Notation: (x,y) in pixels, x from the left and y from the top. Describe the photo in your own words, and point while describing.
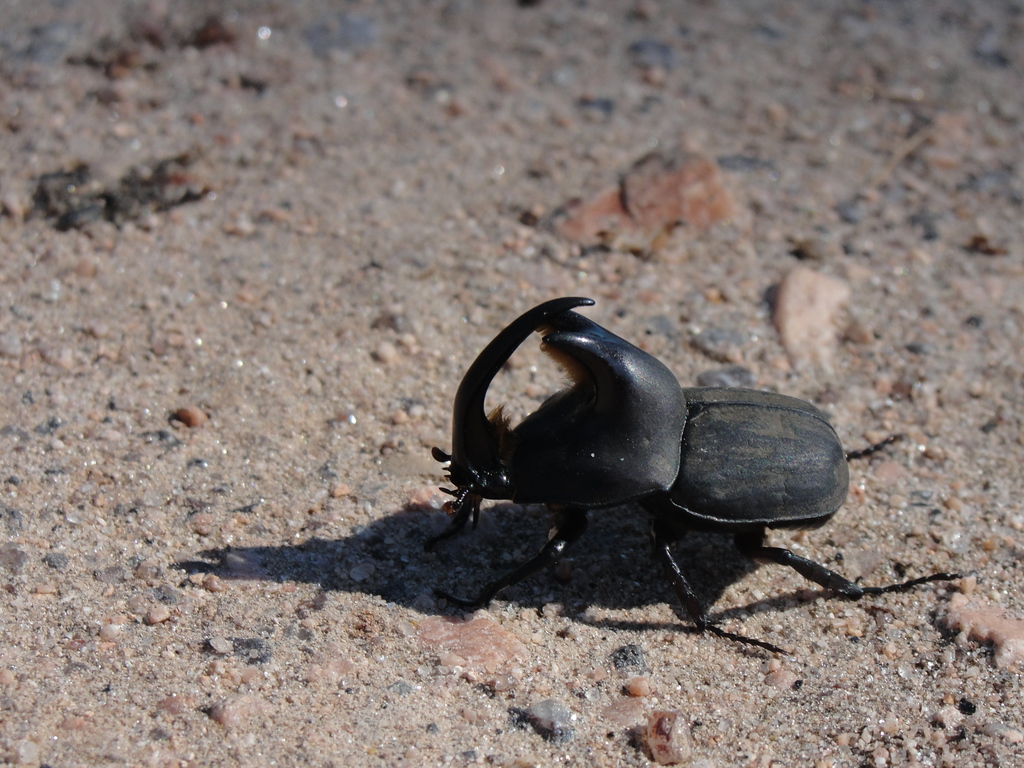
In this picture we can see an insect (653,481) in the front (653,481), at the bottom (661,721) there are some stones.
